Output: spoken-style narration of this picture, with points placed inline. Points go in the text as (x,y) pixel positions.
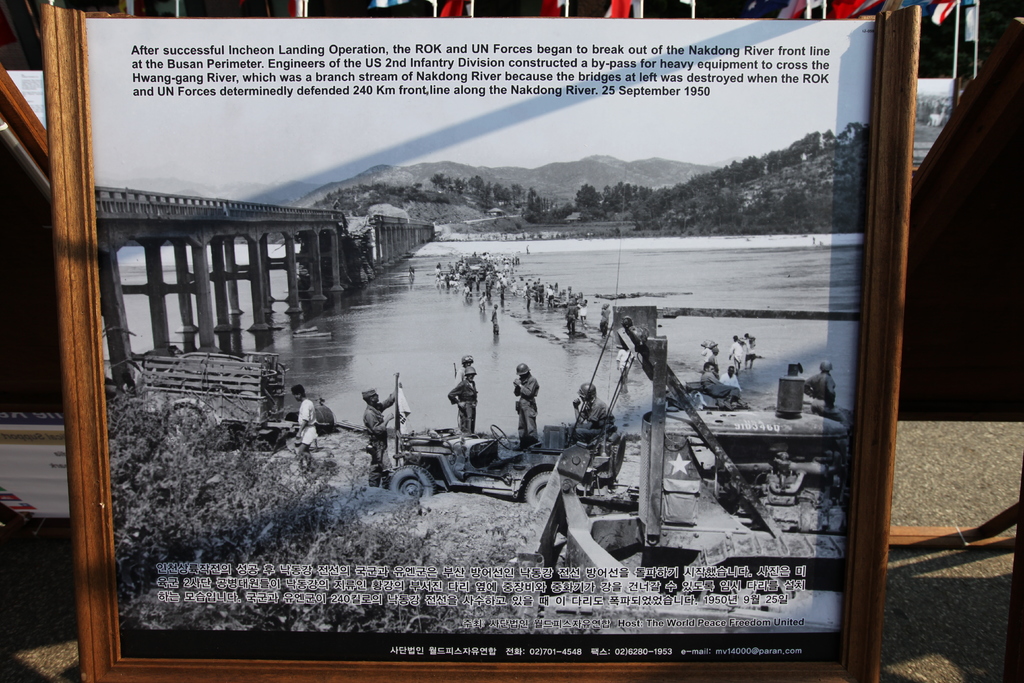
In this image we can see a board (363,350) in which we can see a bridge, water body (318,385), some vehicles (574,520) parked on the ground (425,605) and a group of people (605,416) standing. We can also see the hills (801,185), a group of trees (520,200) and some text (262,586) on the board (409,223). On the backside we can see the flags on the poles (471,10).
